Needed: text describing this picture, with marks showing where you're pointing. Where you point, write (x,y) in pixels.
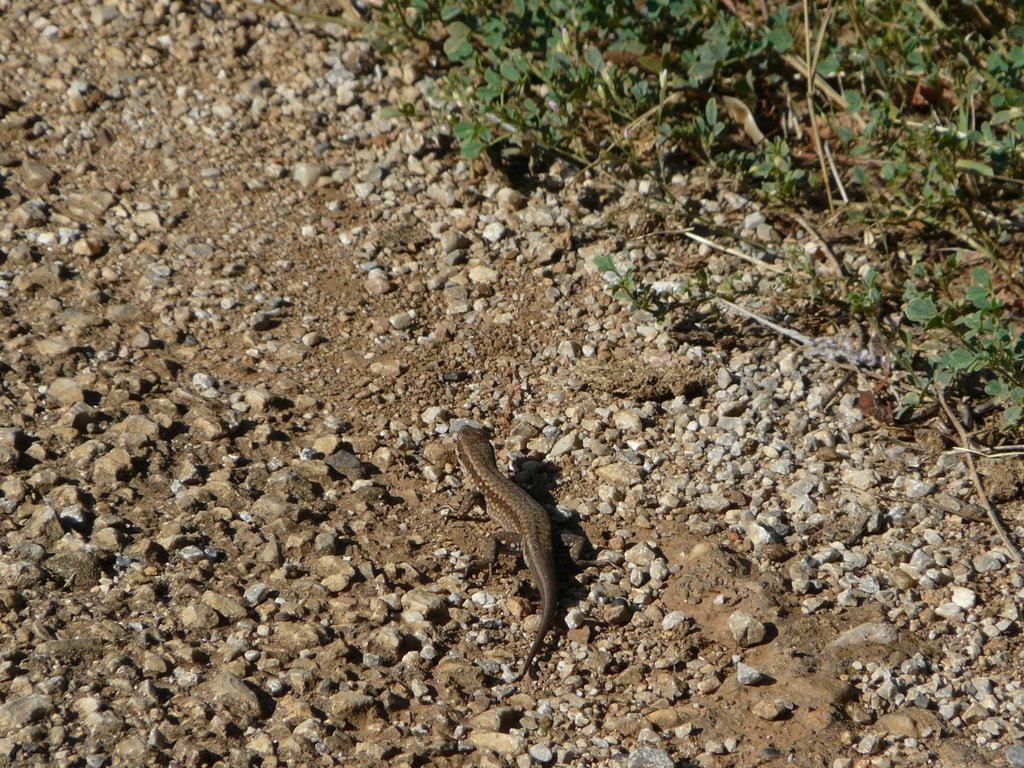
In this image we can see an animal (530,544) on the ground (324,552). In the background (1004,341), we can see some plants (876,115).
